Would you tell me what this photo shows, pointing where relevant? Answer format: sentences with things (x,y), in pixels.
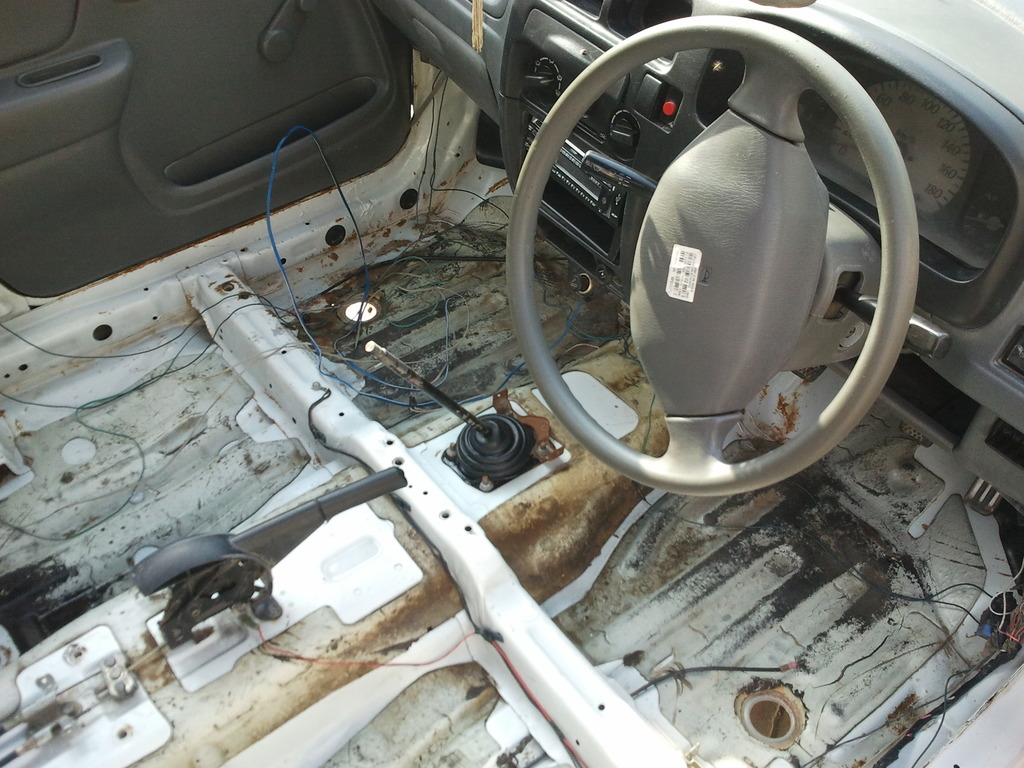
In this image I can see the inner part (245,319) of the vehicle (327,269). I can see the dashboard (593,125), music system (567,174), steering (541,168), door (234,149) and few objects (448,401).
